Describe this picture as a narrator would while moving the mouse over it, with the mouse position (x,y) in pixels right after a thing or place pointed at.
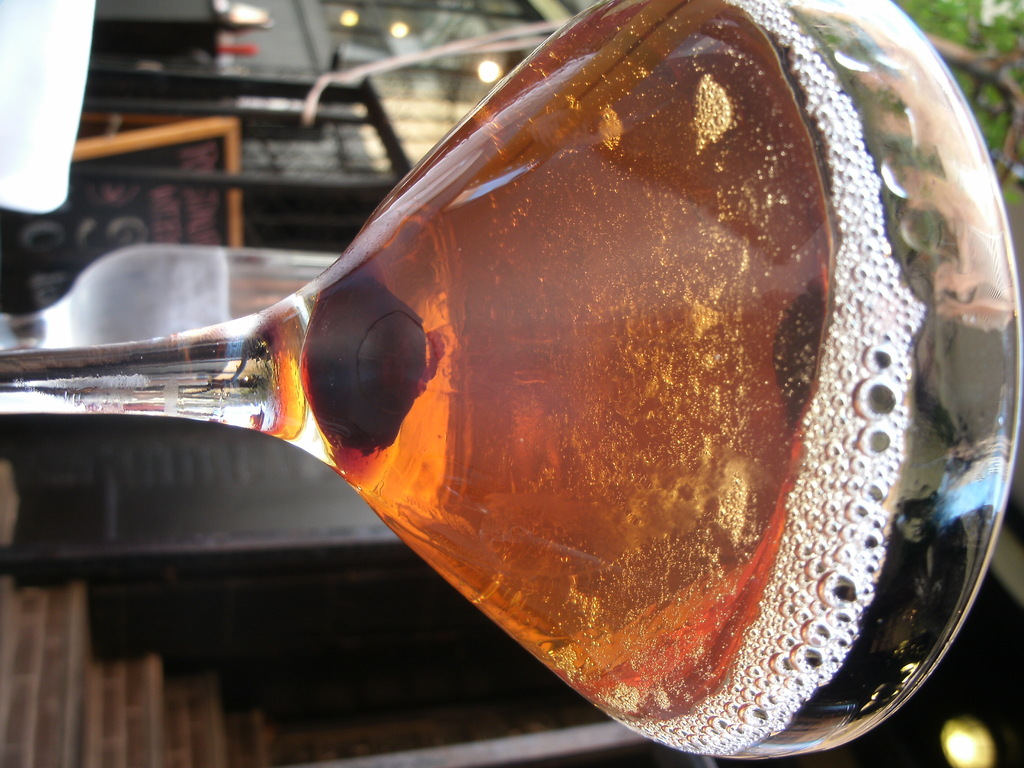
There is a glass (540,378) with a drink (454,374). In the back (148,299) there is another glass (205,274), lights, tree (983,38). Also there is steps (156,714) and a platform (232,540). In the background (203,495) it is blurred.
